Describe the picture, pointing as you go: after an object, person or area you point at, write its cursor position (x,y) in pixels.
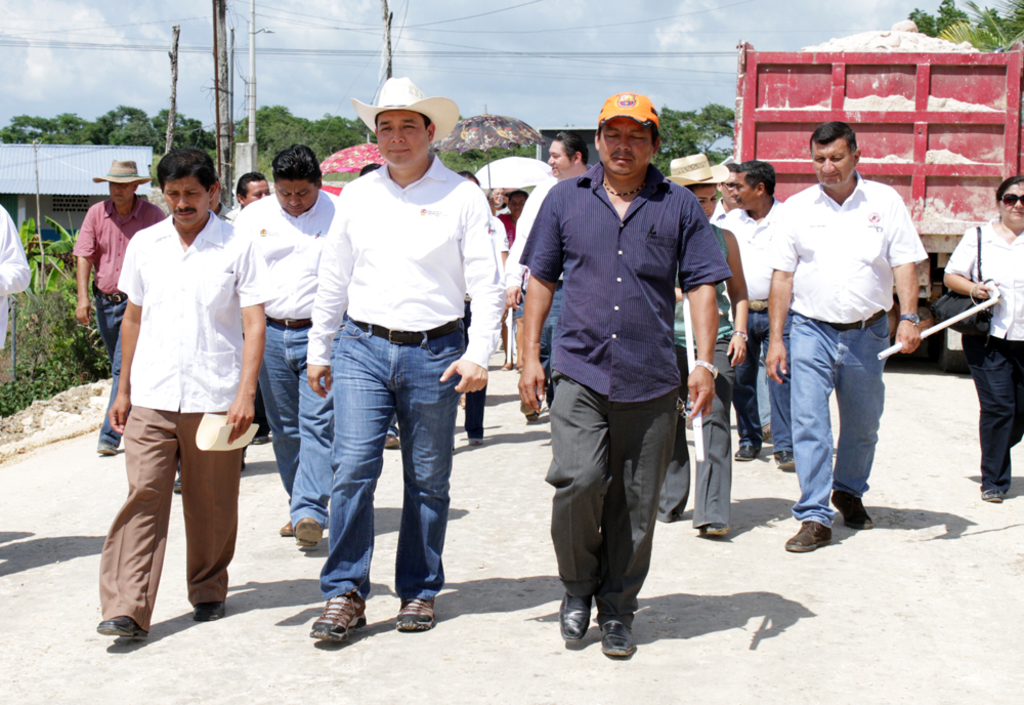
In this image, we can see persons (734,200) wearing clothes (403,326). There is a truck (931,86) in the top right of the image (948,100). There are some trees (271,119) and poles (227,133) in the top left of the image (107,139). There are plants (51,318) on the left side of the image (86,347). There is a sky (537,35) at the top of the image (515,74).
